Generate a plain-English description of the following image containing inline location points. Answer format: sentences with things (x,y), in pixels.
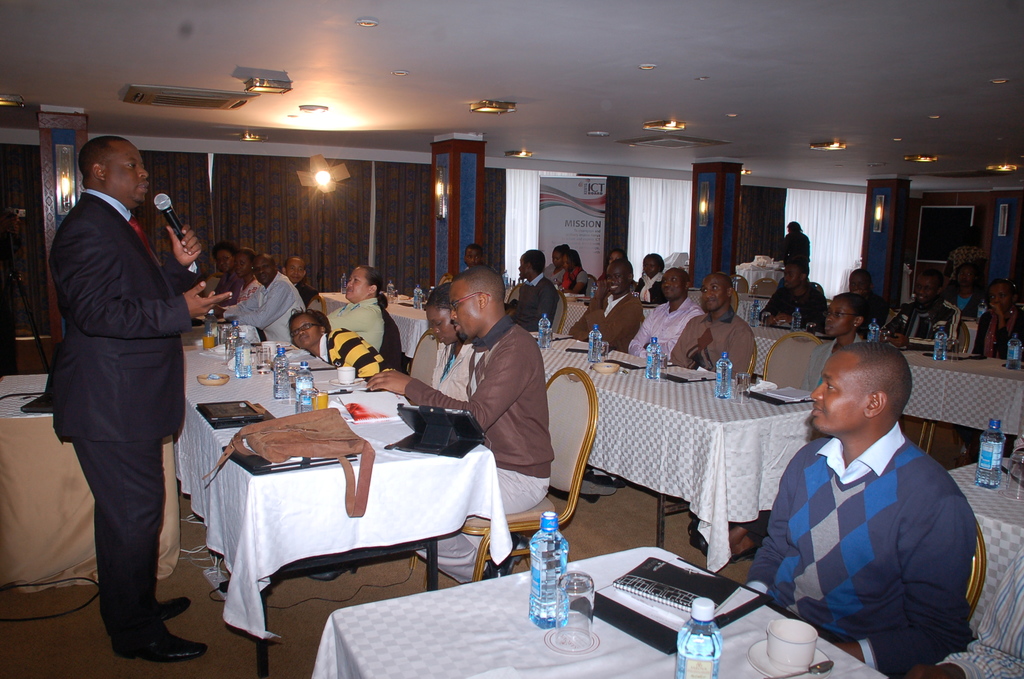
In this room (578,433) there are group of people (633,345) sitting on the chair (558,402) and listening to this person (144,393) talking on mic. In the background (557,220) there are hoardings (557,220), lights (319,161), curtains (524,242). On the table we can see bags (303,443), laptops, water bottles (283,350), cups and food items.
